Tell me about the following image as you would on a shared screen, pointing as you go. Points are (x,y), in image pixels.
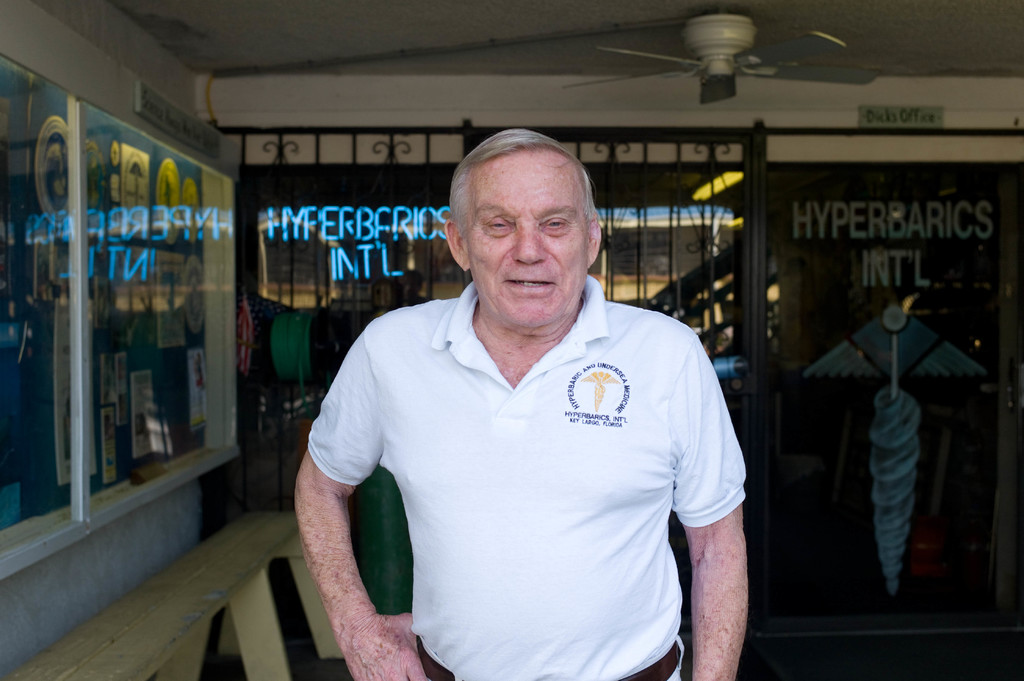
In this image, I can see a man (524,529) standing. On the left side of the image (206,563), I can see a bench (164,586) and boards (113,394) in a glass cupboard (92,330). In the background (316,230), there are iron grilles (429,161) and name boards (375,245). At the top of the image (729,94), I can see a ceiling fan (718,72), which is attached to the ceiling (653,27).
